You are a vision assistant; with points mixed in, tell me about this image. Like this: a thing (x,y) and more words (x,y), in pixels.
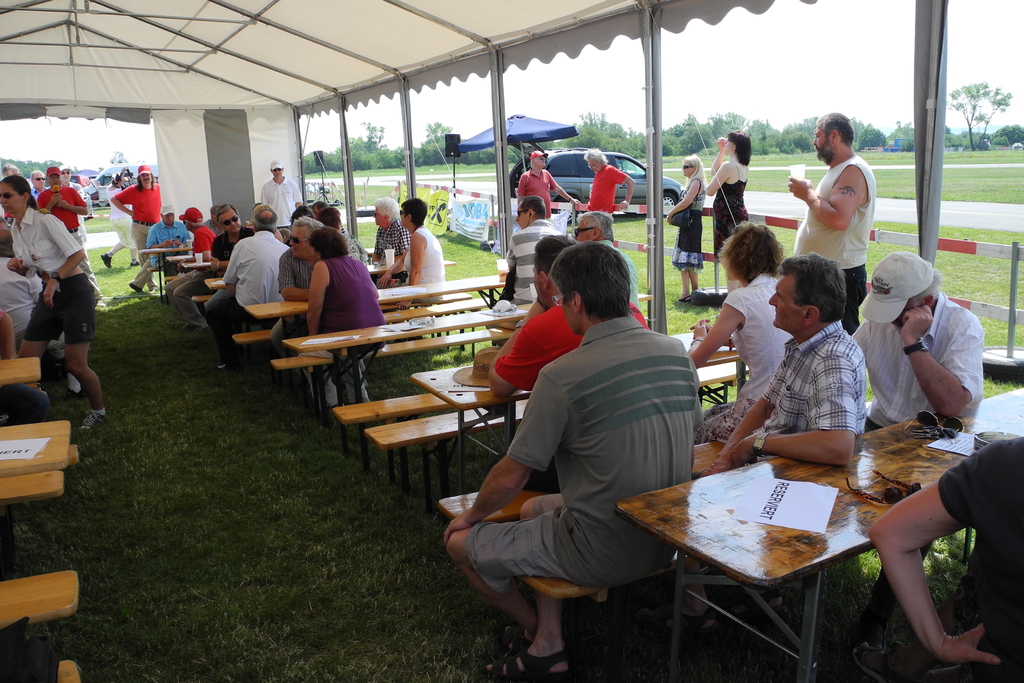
In this image there are group of people (587,448), few people (585,300) are sitting and few people (813,215) are standing. At the top (134,52) there is a tent (287,26) and at the bottom (298,573) there is a grass (233,527), at the right side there is a car (521,166) and there are speakers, at the top (736,41) there is a sky (818,41) and at the back (666,142) there are trees (812,132).
